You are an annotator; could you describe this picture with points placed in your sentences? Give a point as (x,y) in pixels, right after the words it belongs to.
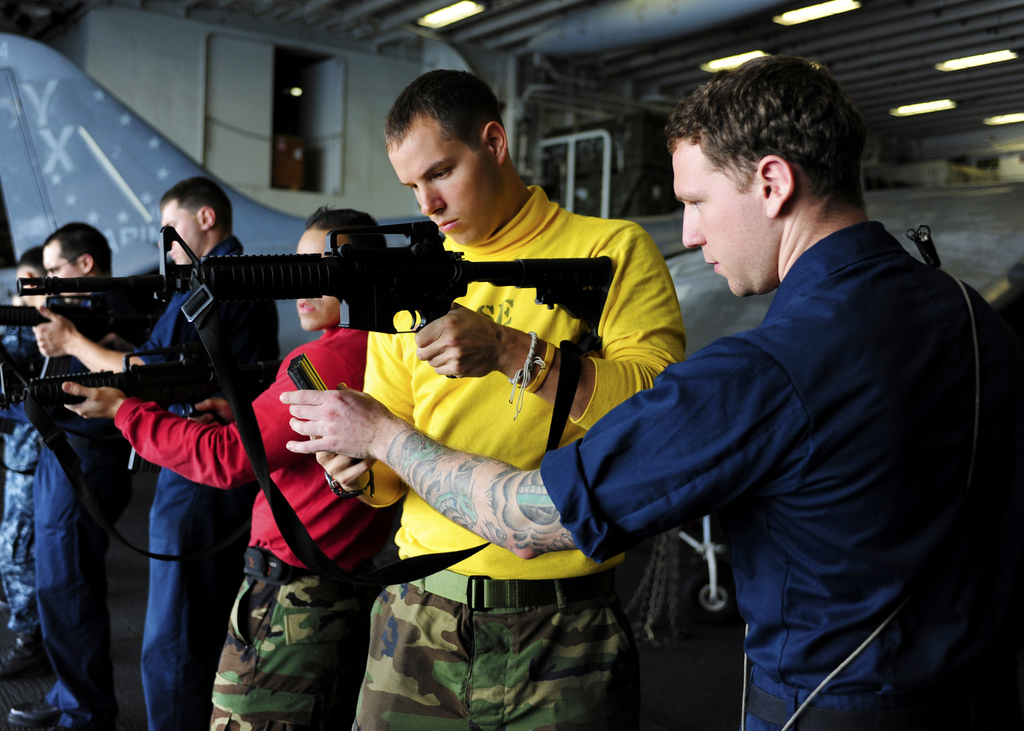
There are people (380,470) standing and these people (208,422) are holding guns (424,322). Background (172,102) we can see wall (173,89), airplane wing (122,137) and lights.
